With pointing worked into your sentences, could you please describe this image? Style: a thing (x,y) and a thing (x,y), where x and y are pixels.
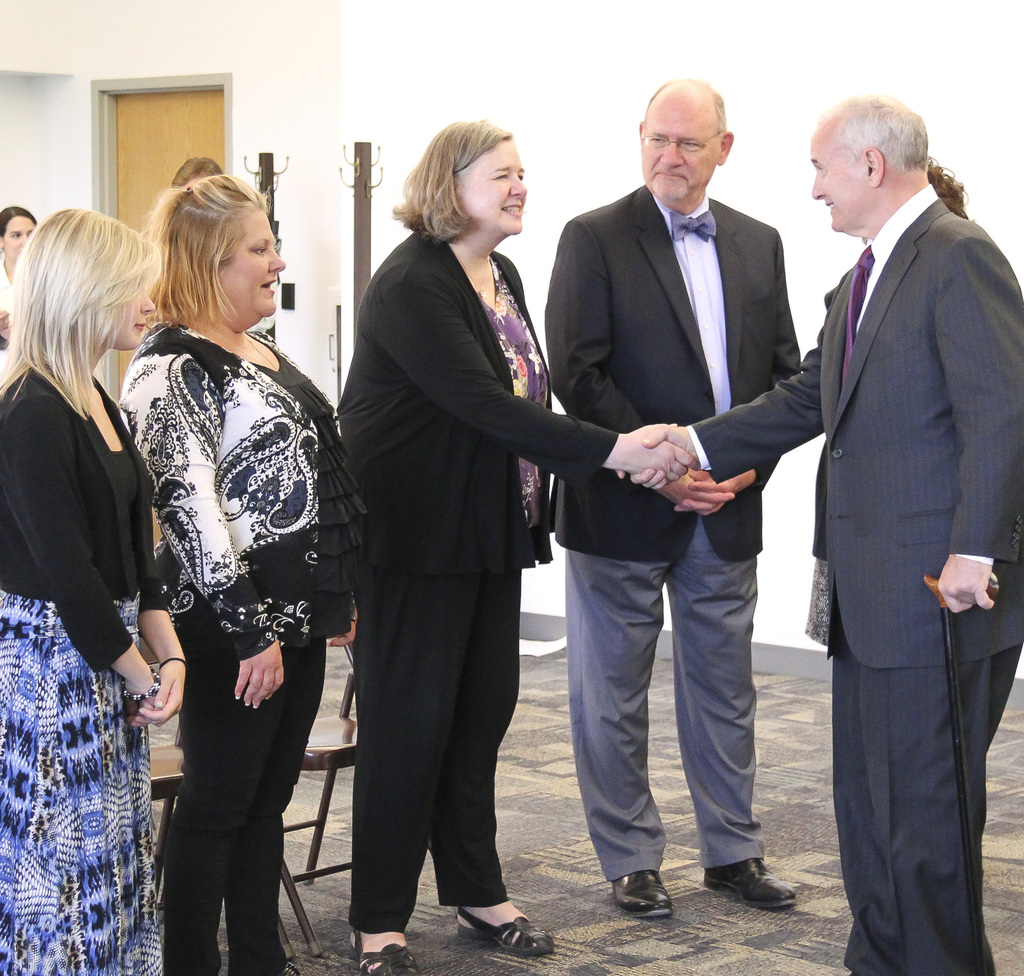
In this image I can see a group of people (347,376) are standing on the floor (691,937) and two persons (865,495) are shaking their hands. In the background (795,523) I can see chairs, wall (402,181), metal rods (361,230), door (147,157) and so on. This image is taken may be in a hall (26,19).
